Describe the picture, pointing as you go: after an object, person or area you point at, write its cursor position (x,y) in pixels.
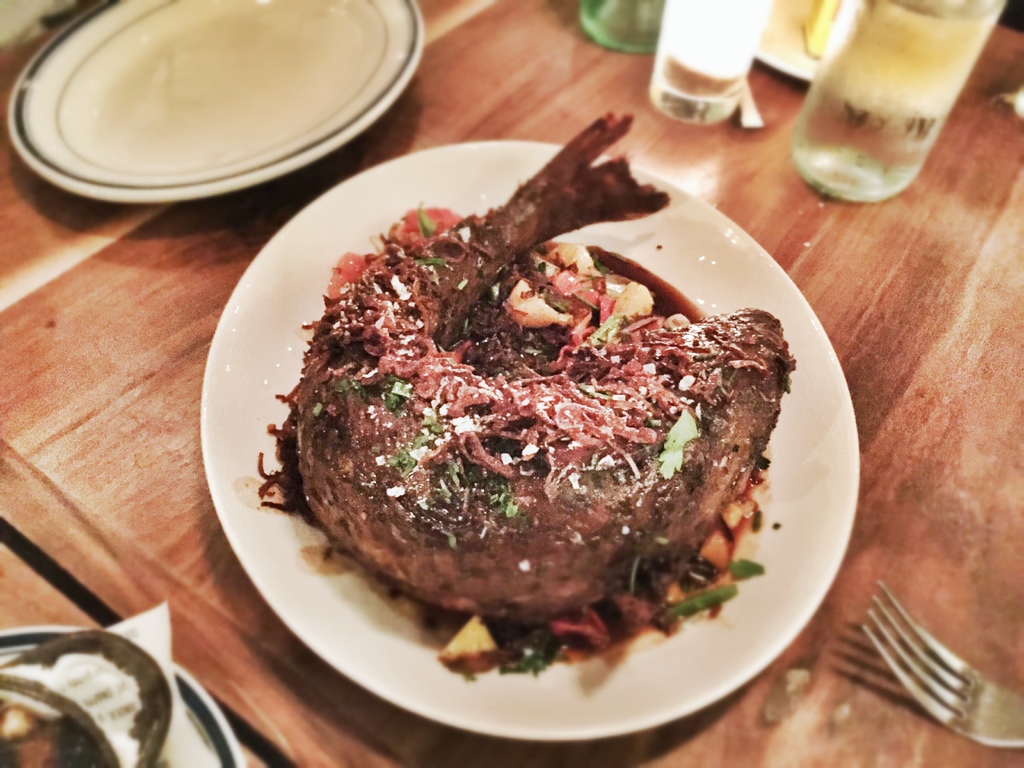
In this picture I can observe some food (488,388) placed in the plate (292,252). The food (632,466) is in brown color. The plate (259,380) is placed on the table (100,490). I can observe two glasses (882,118) in the top right side (715,66). I can observe a fork (919,668) in the bottom right side (922,659).
